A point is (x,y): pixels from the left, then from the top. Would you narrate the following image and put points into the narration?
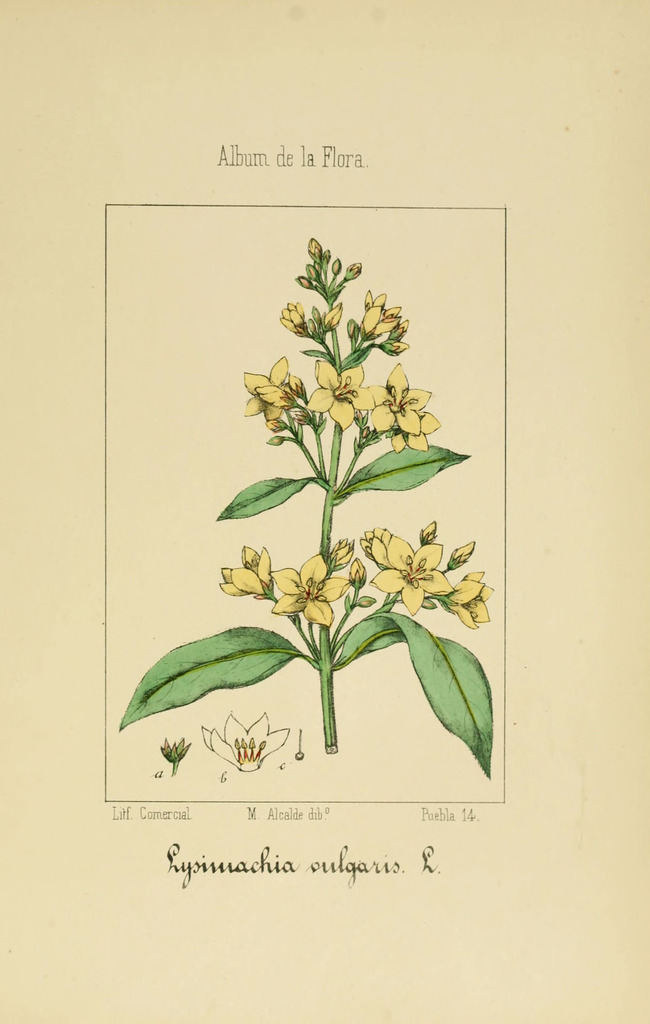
This is a page (415,1011) and on this page (142,176) we can see flowers (371,316), plant (437,447) and some text (397,853).
